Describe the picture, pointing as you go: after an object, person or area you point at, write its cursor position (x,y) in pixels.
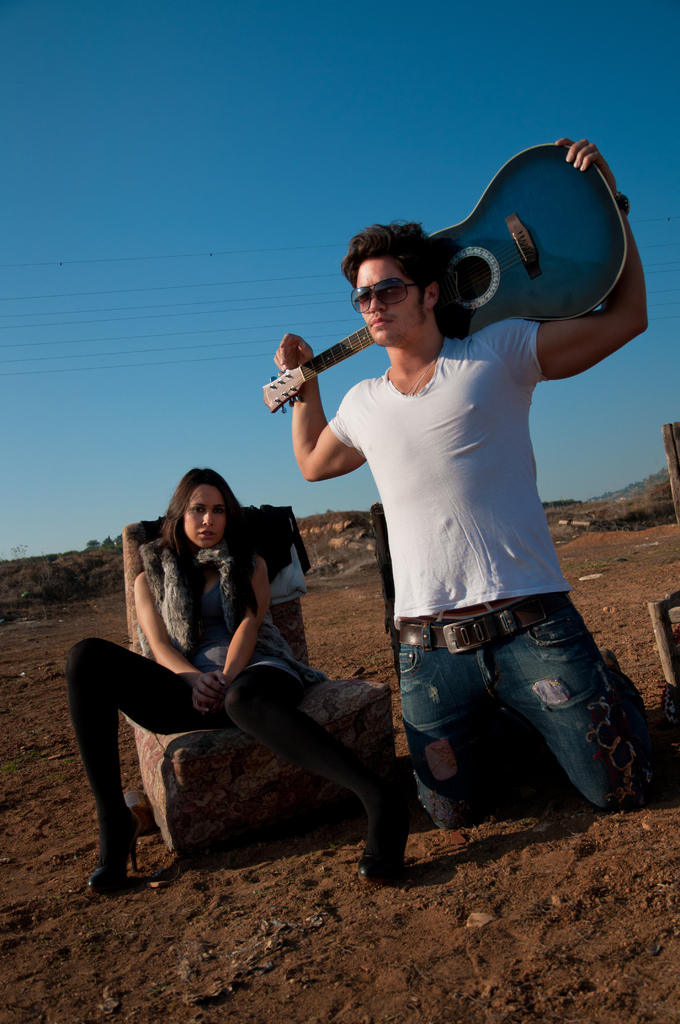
It is an open space (438,895) there are two persons (461,641), a man (462,648) and a woman (235,684), a woman (242,649) is sitting on a chair (274,618), the man (437,483) is holding the guitar (604,295) in his both the hand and lifting it up, in the background (132,434) there is sky (168,294) and some wires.
